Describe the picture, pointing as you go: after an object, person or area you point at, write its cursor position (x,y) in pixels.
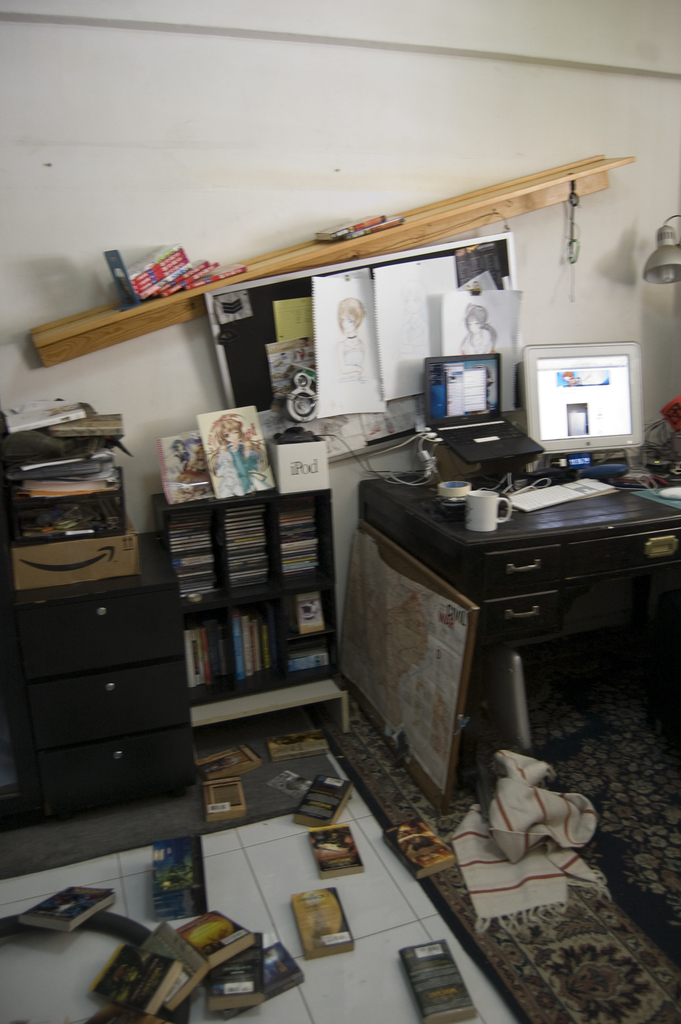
In this image we can see some books (245,933) which are on the floor (269,764) and some are arranged in the shelves (224,598) on right side of the image (506,507) there are some objects (516,503), system (550,444), laptop (518,435) on table (568,563) and in the background of the image (250,206) there is a wall (281,229) to which notice board (272,327) is attached.
